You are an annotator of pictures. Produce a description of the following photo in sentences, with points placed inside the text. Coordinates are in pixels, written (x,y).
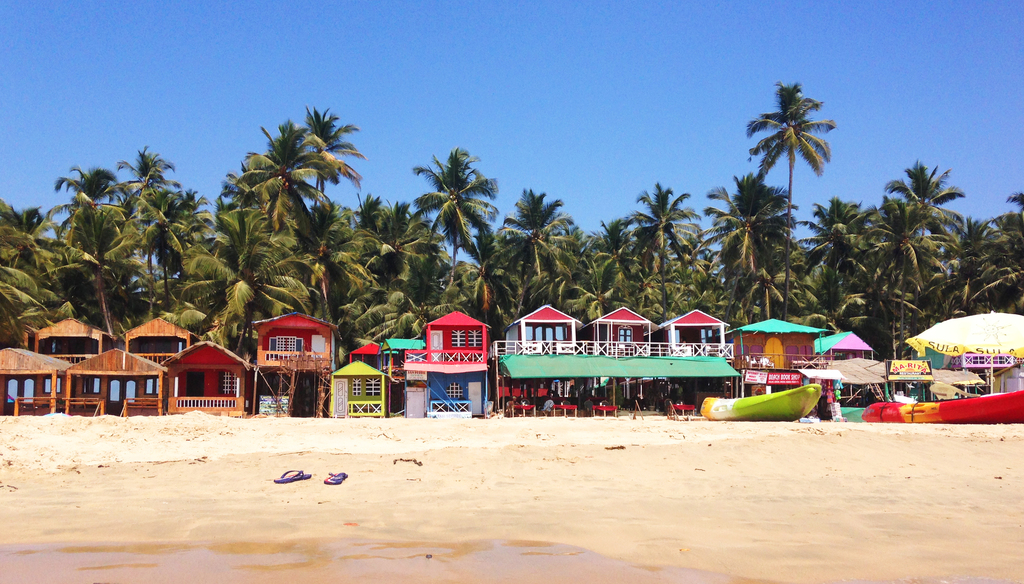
In this image we can see some houses (21,409), tents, posters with text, stores (754,375) and a few other objects (527,408), behind it there are trees (625,287) and on the left side of the image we can see a pair of footwear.
